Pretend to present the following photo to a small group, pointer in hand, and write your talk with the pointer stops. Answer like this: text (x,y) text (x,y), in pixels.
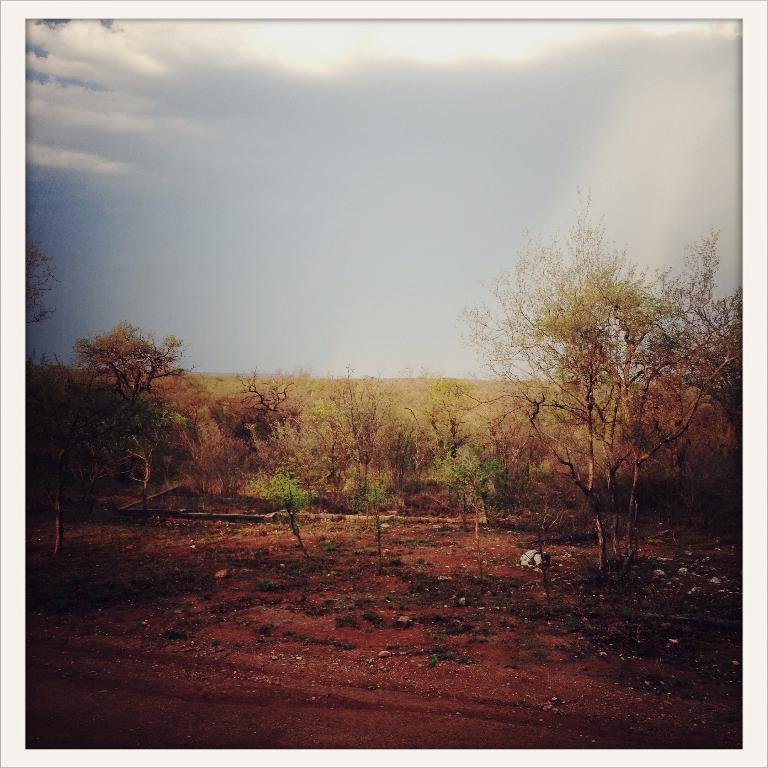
In this picture we can see the grass (502,595), stones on the ground (320,709), trees (268,464) and in the background (203,284) we can see the sky (326,229) with clouds (507,138).
